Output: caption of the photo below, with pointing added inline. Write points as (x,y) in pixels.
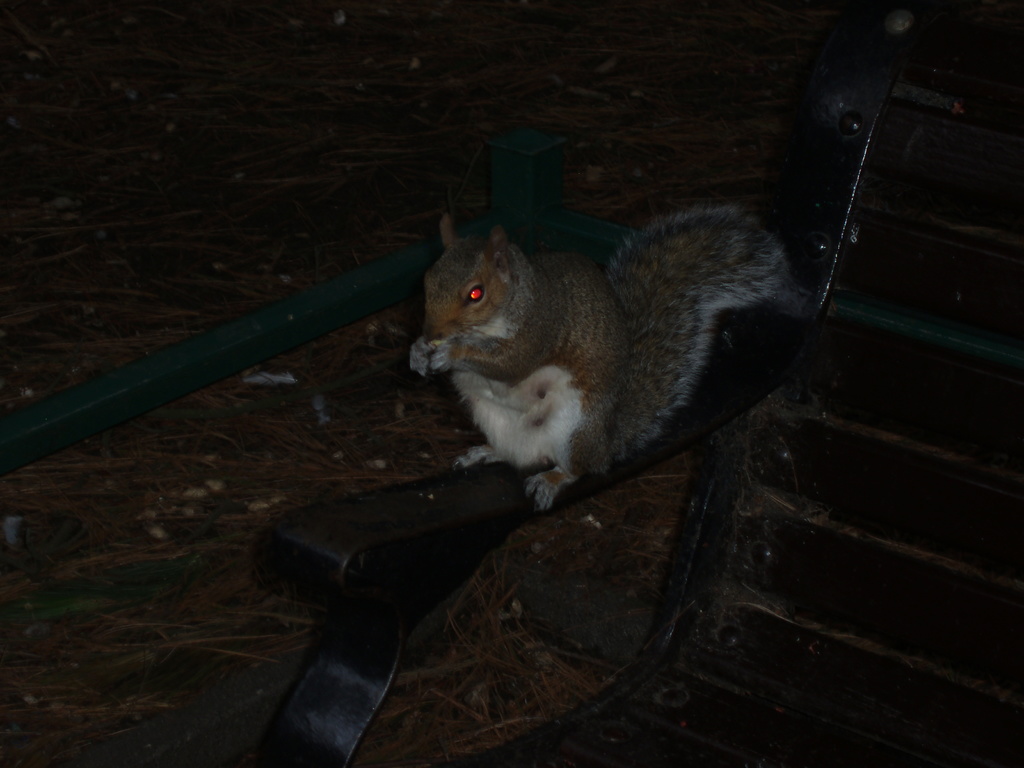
In this image we can see a squirrel (545,340) on the chair (707,440). In the background (286,222) we can see the dried grass (295,444).
